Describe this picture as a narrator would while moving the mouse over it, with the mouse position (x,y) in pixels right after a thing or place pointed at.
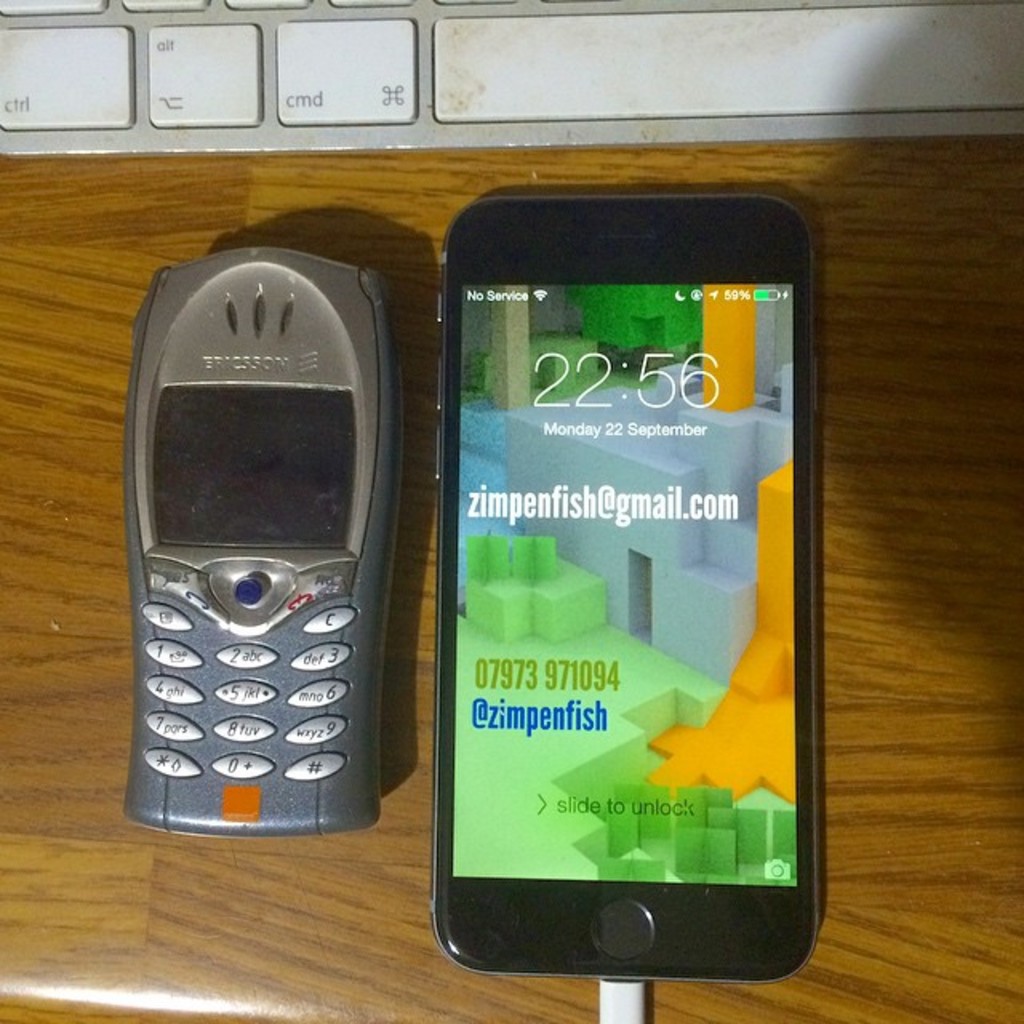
In this image there are mobile phones (384,590) and on the top (458,90) there is a keyboard (437,84) which are on the surface (947,616) which is brown in colour.
